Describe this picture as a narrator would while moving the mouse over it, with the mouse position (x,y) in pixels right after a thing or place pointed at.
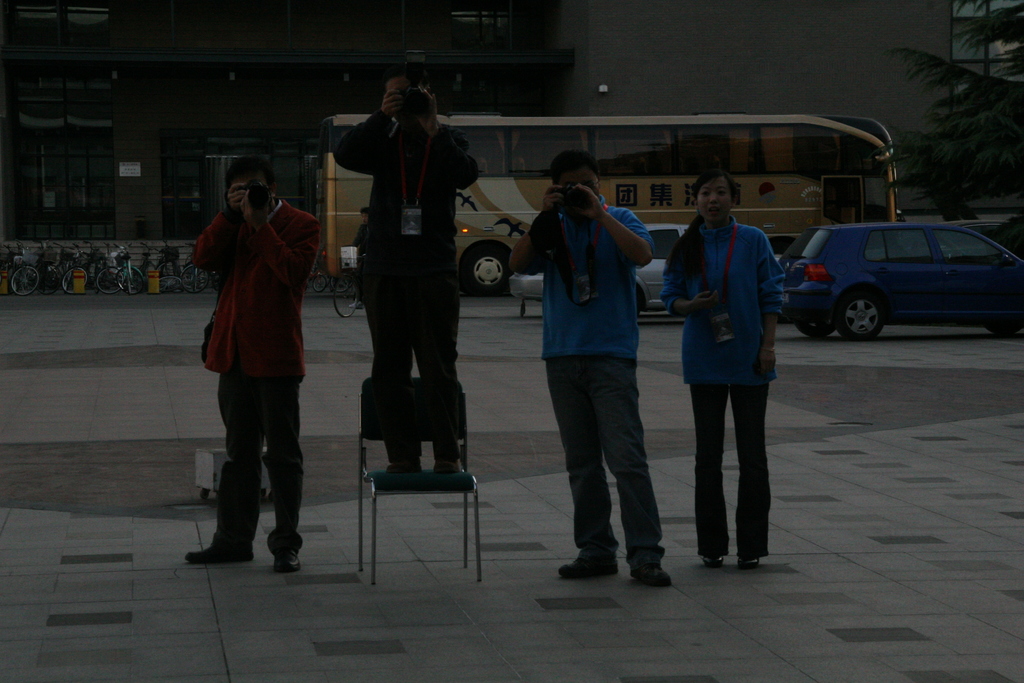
In this image we can see four persons (748,499) standing on the floor (795,414). Here we can see a man (401,361) standing on the chair (420,481). Here we can see three men (608,331) capturing an image with a camera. Here we can see the bicycles (195,268) on the left side (211,280). In the background (827,153), we can see the bus (751,175) and cars (847,232) on the road (68,297). Here we can see the trees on the top right side (964,171).
